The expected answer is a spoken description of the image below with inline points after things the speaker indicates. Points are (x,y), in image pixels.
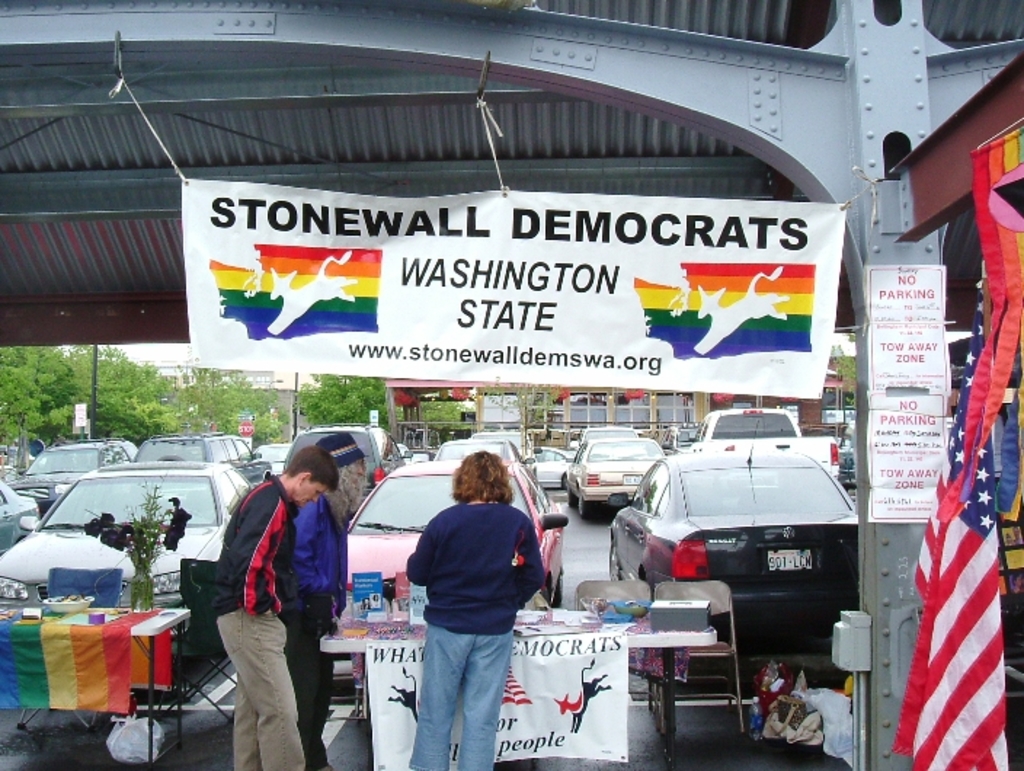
In the image we can see there are people (493,489) standing on the ground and there are paper cards (414,590) kept on the table (155,625). There are flowers (109,543) kept in the vase (139,575) and there are items (66,599) kept in the bowl (84,603). There are chairs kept on the ground (222,736) and there are cars (539,528) parked on the road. Behind there are buildings (553,414) and trees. There is a banner (582,238) kept on the iron pole (838,154) and its written ¨Washington State¨. There is a flag (969,520).
